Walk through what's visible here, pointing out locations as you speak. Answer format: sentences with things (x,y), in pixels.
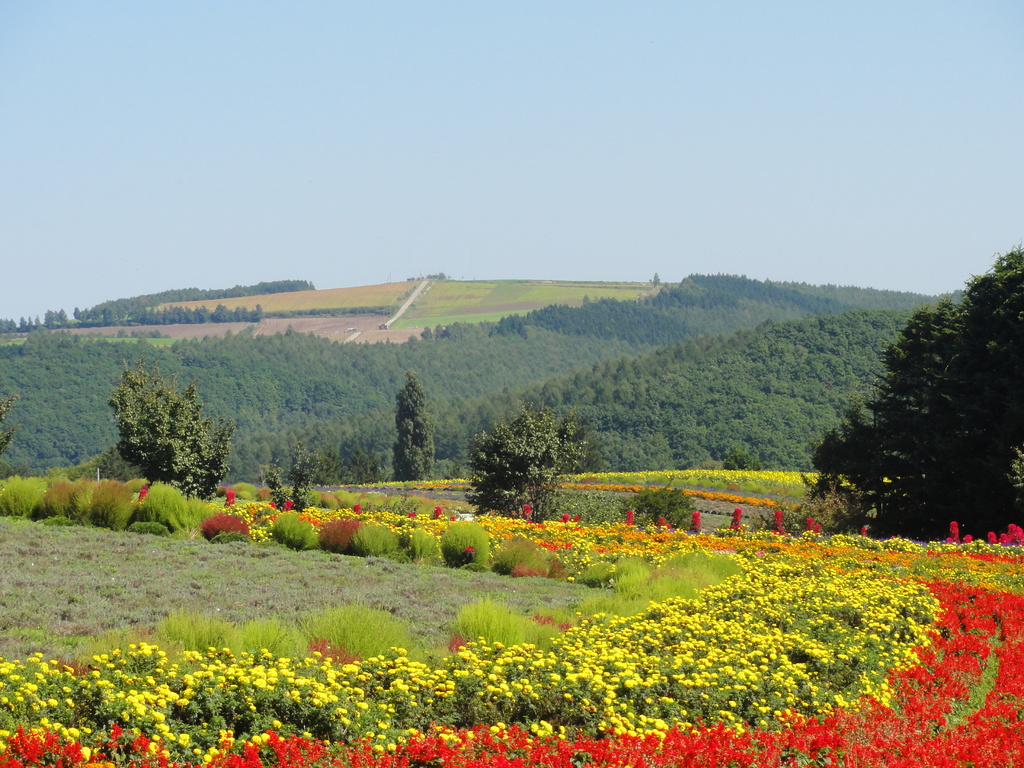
In this picture I can see number of plants (338,670) in front (349,727) on which there are flowers (613,696) which are of red and yellow in color. In the background (29,388) I see number of trees (421,368) and I see the sky (373,138).
